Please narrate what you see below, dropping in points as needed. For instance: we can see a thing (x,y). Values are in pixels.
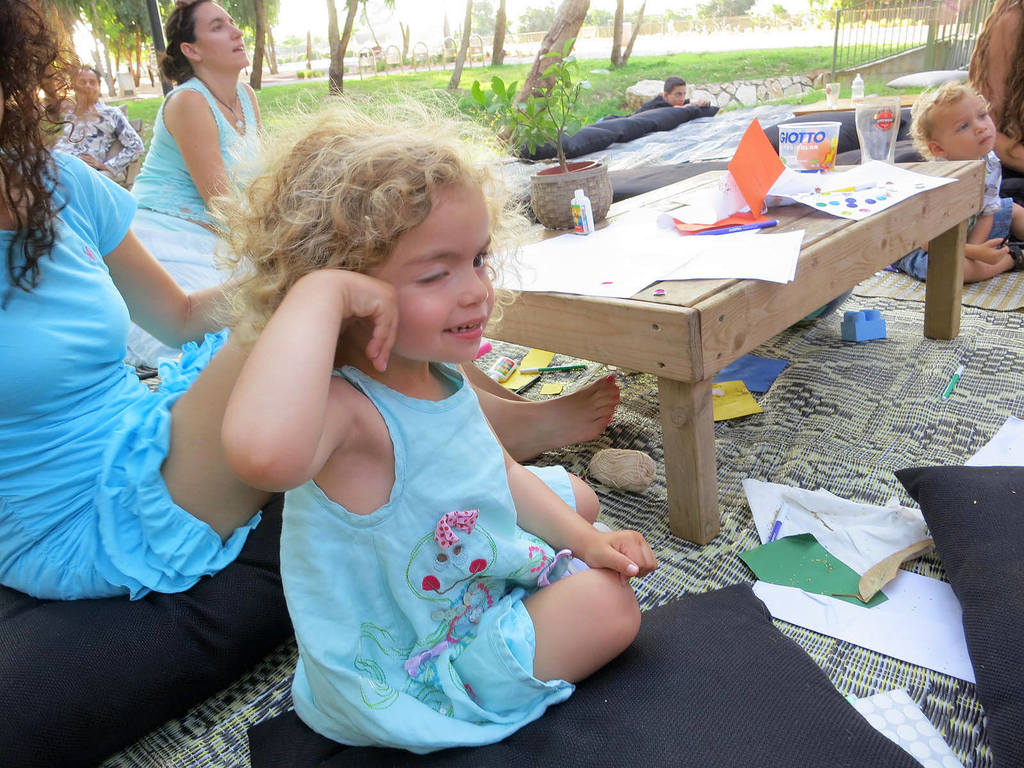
In this image there is a table (683,312) in the middle (666,289) and there are people (474,538) around it. There is a small girl (327,484) who is sitting on the mat (255,715) and a woman (185,388) is sitting on the bed (147,683) which is beside the small girl (377,472). On the table (687,335) there is flower pot (589,188), glass (885,139), paper (873,177), pen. On the mat (829,411) there are lego toys (866,314), pillow (989,544), glue (508,361). In the background (580,17) there are trees (564,15) and grass (424,79). On the top right corner (896,54) there is a railing (937,30).
